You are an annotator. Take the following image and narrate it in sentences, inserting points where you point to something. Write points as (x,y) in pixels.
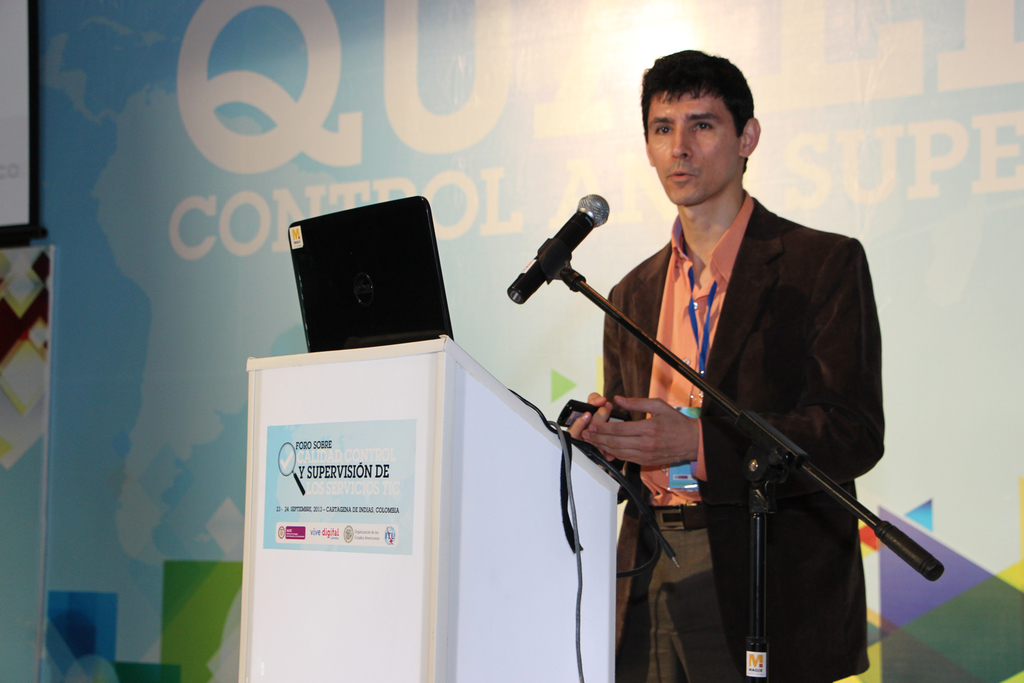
This image consists of a podium (426,579). There is a laptop (398,331) on that. There is a person (722,134) standing on the right (734,186). There is a mic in front of him.
